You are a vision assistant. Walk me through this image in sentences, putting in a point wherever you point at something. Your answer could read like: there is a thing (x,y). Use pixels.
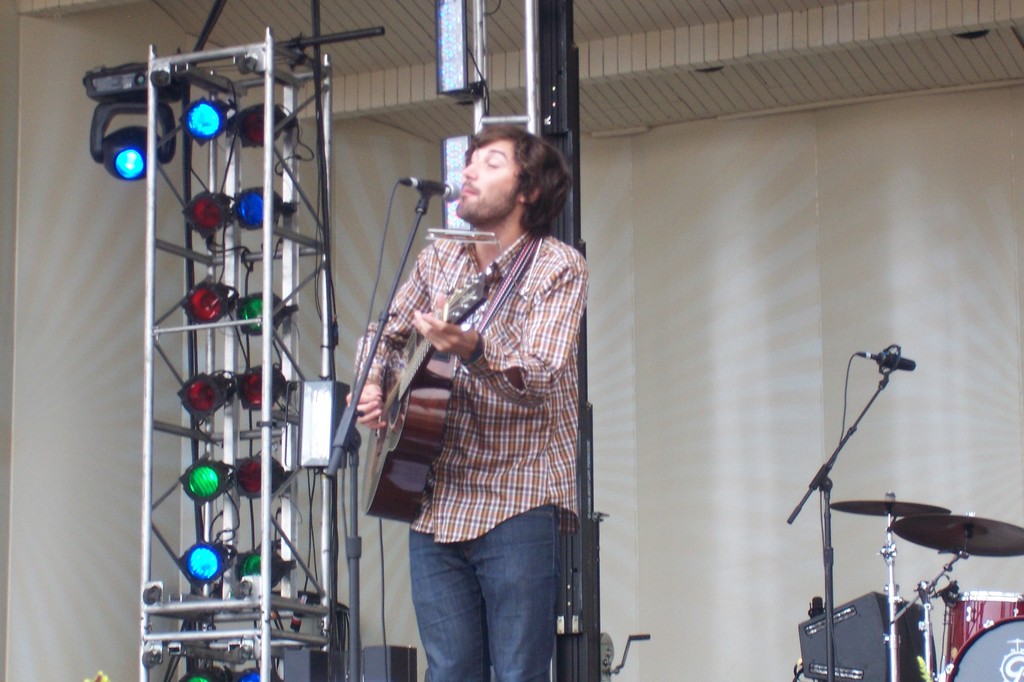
In the center of the image (481,336), we can see a man (477,436) playing guitar (443,380) and in the background (831,587), there are mic stands (831,587), some musical instruments (885,552) and lights (212,196) and there is a wall (872,236).
